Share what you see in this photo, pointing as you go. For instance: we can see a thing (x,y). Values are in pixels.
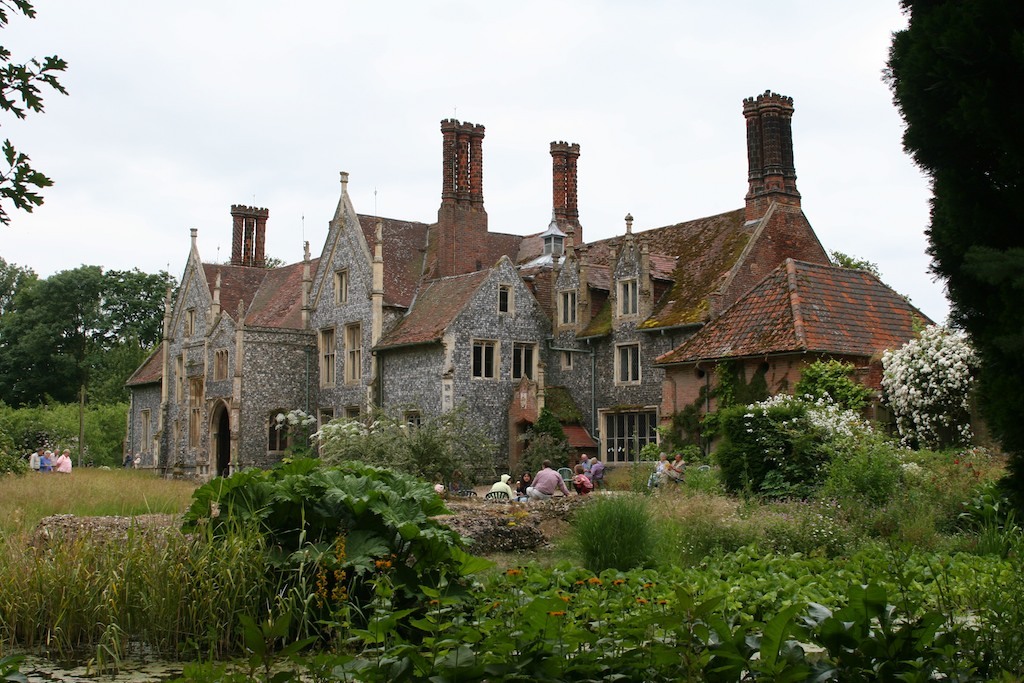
In this image I can see the building (472,324). In-front of the building (449,355) I can see the group of people (536,484) with different color dresses (584,472) and there are many plants (488,597) with yellow and white color flowers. To the left (58,470) I can see few people (44,467). In the background (87,368) I can see many trees (63,387) and the sky (302,162).
